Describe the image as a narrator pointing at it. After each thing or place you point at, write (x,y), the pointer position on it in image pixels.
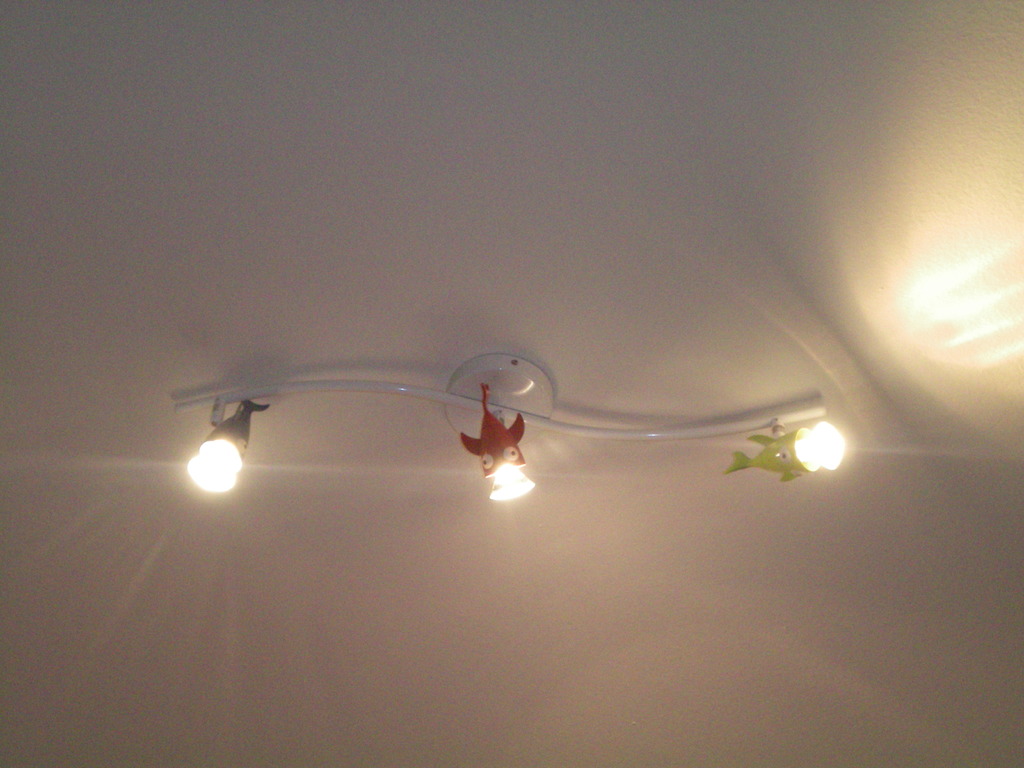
In the image there are lights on the ceiling (382,433) to a hanger (527,399).
